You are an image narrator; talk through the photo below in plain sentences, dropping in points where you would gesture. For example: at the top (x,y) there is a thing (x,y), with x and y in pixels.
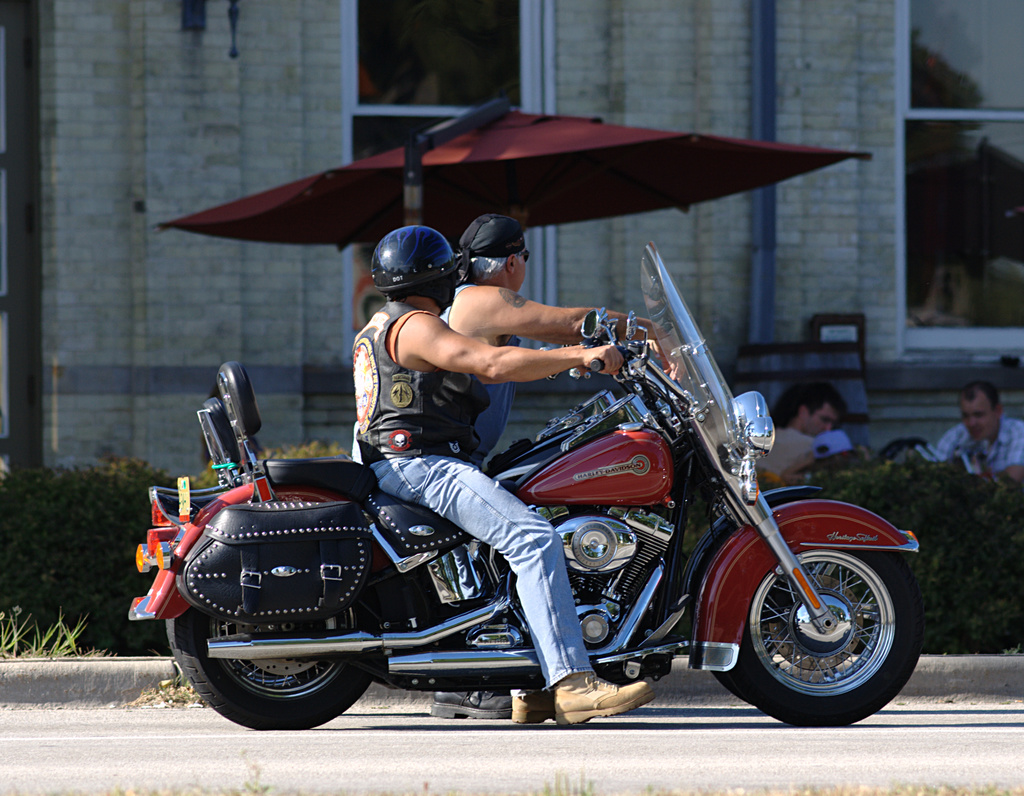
In the center (435,294) we can see two persons (566,358) were sitting on the bike (574,470). On the back (662,153) we can see umbrella (663,143), wall (703,78) and two more persons (1008,450) were sitting and plant (936,517).
